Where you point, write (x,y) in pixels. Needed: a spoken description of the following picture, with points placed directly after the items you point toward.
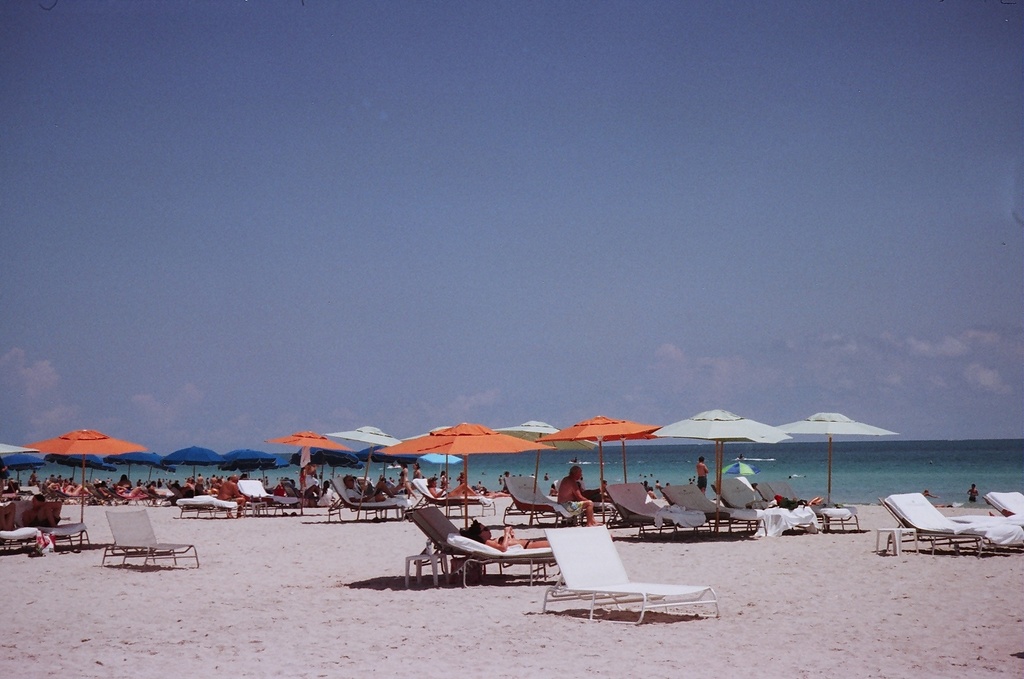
In this picture we can see there are groups of people (418,474), beach umbrellas (270,463), sand (481,509) and chairs (432,503). Behind the people (574,475), there is the sea (584,467) and the sky (670,317).
